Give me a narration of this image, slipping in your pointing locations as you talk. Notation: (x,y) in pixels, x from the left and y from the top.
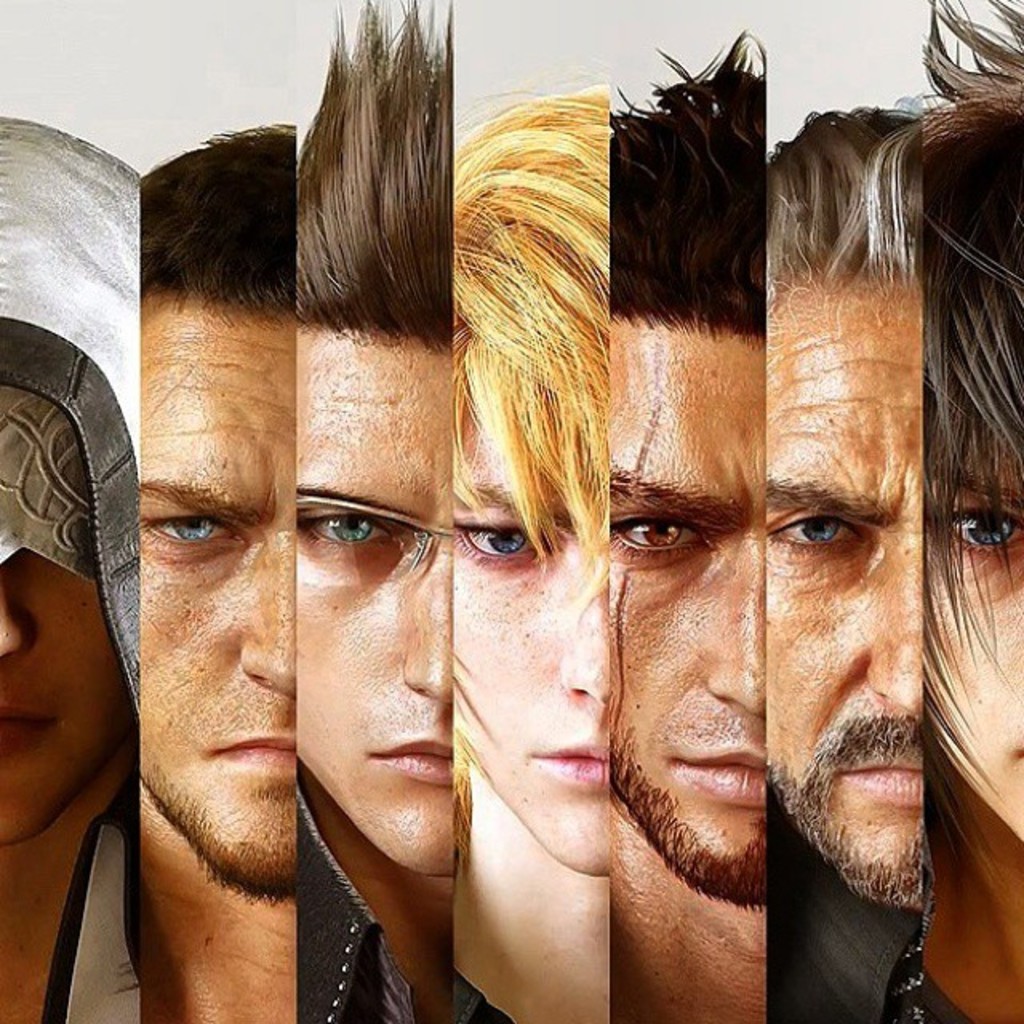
This image is a collage of human faces (662,560).
